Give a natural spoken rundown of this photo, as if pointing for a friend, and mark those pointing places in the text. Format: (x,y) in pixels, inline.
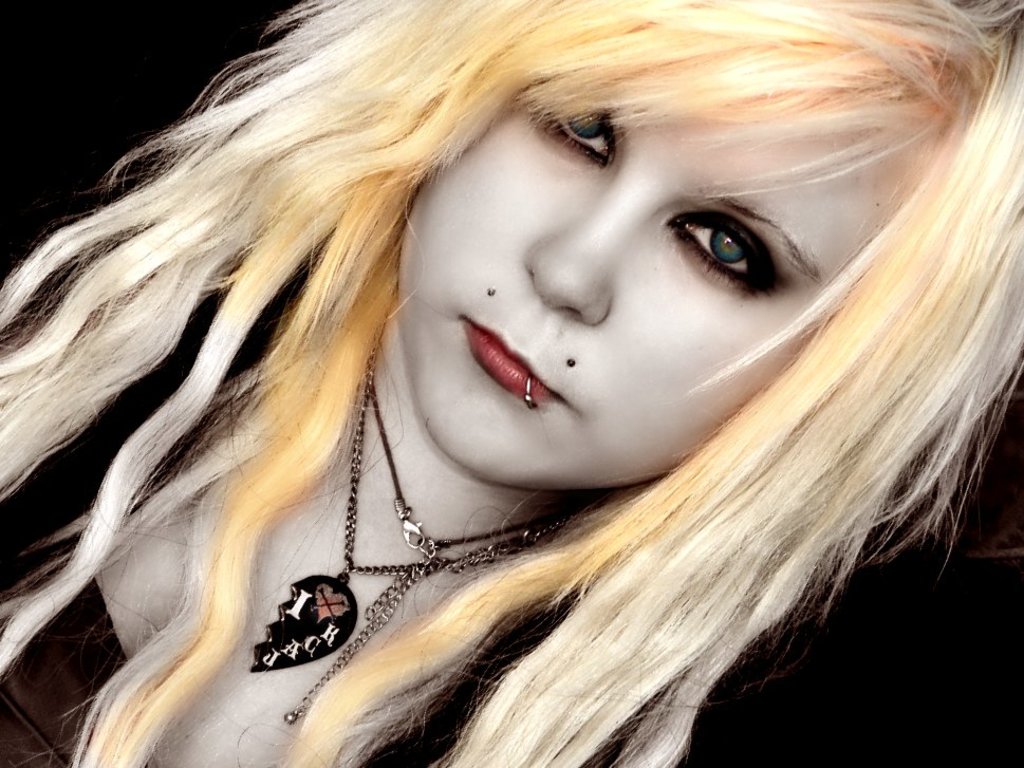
In this image we can see a woman (352,233) and she is wearing some accessories (429,561) and the background (890,636) is dark.
